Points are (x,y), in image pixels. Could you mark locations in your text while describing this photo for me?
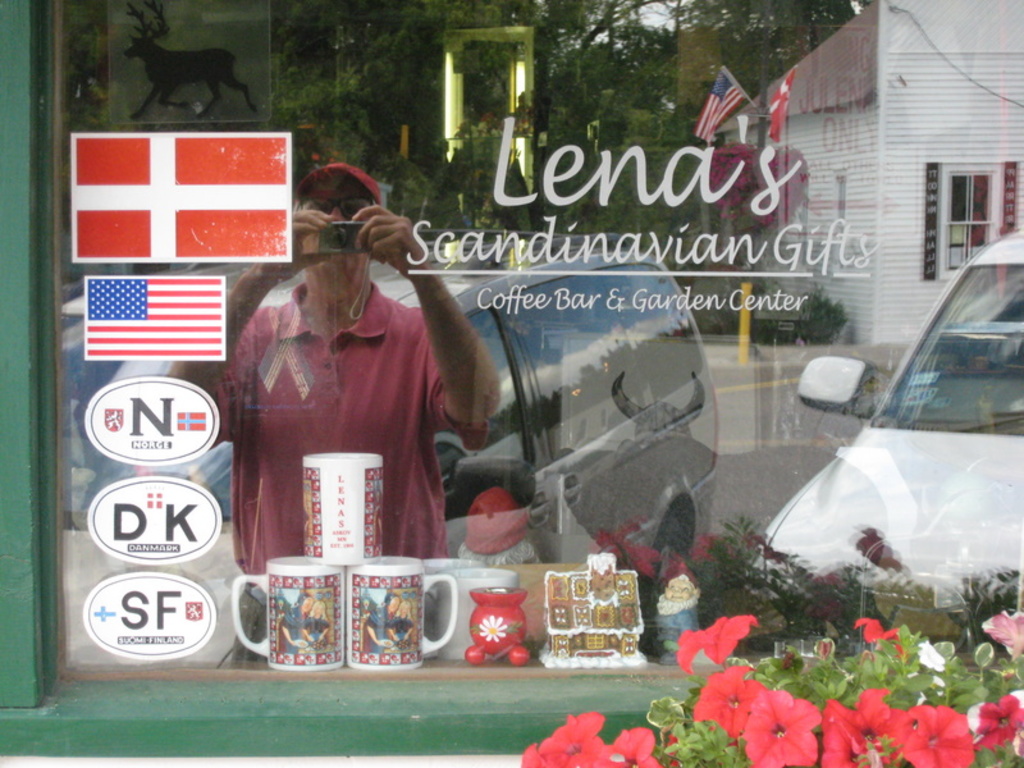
In this image we can see two cars (690,449) parked aside and a person (386,453) standing holding a camera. We can also see some cups (388,632) which are placed in front of him. On the backside (889,216) we can see a house (859,236) with roof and some trees (383,140). On the right side (856,689) we can see some flowers (829,714).
